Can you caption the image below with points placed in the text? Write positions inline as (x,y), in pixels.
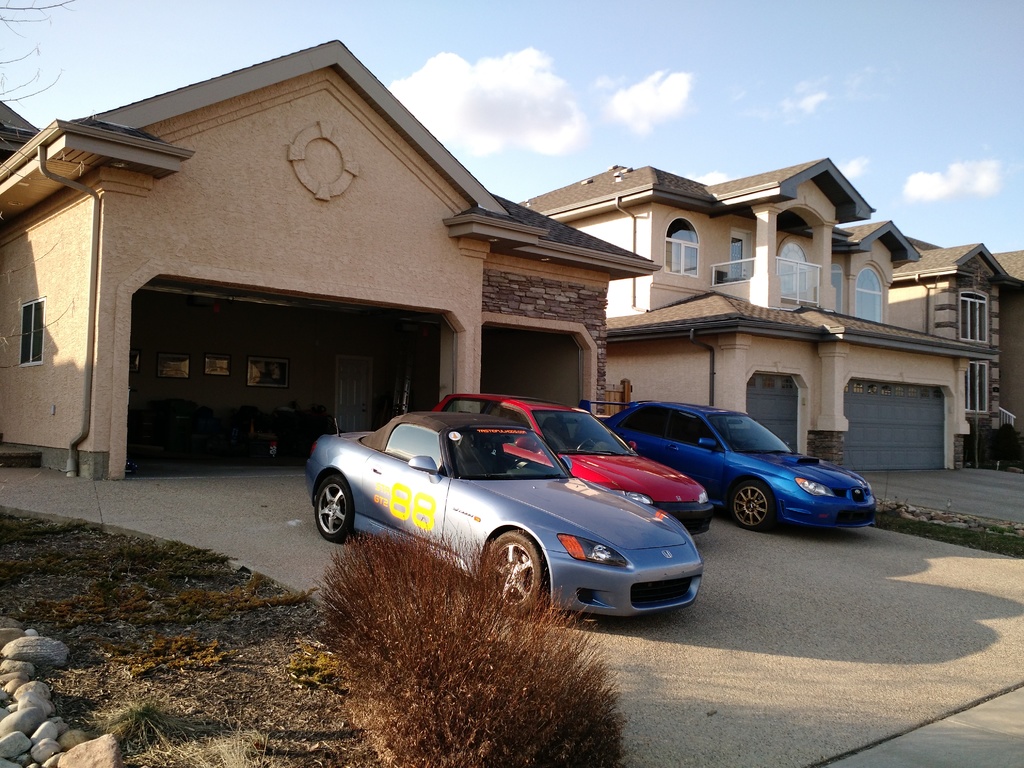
In the image there are many beautiful houses (536,255) and different cars (588,495) were parked in front of those houses (90,469), all the houses (493,245) were painted in cream color and the sunlight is falling on the cars (609,456) parked in front of the houses (741,313), on the left side (36,640) there are few stones (6,696) and dry grass (141,751) and a plant (458,693).
